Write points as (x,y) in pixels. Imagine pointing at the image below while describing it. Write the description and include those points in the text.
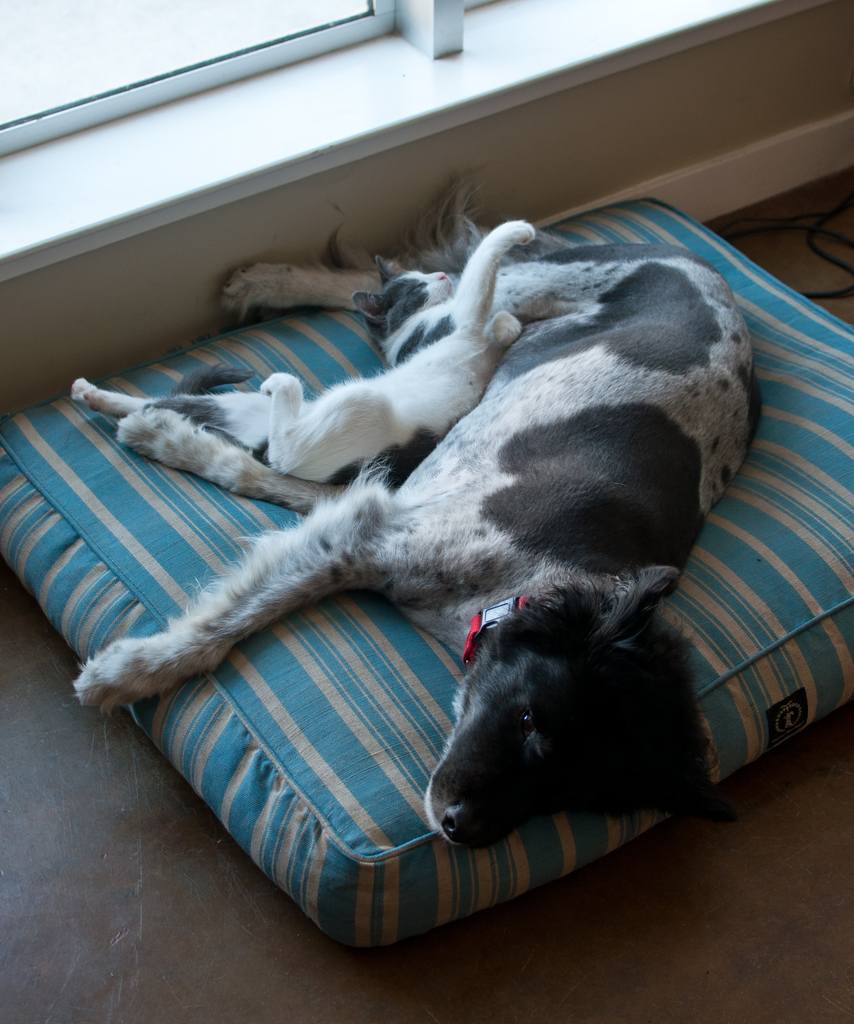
In this image in the center (439,411) there are animals (476,427) sleeping on the bed (733,530). On the top (149,64) there is a window (147,66) which is white in colour and on the right side (832,256) there is a wire (818,232) which is black in colour.
